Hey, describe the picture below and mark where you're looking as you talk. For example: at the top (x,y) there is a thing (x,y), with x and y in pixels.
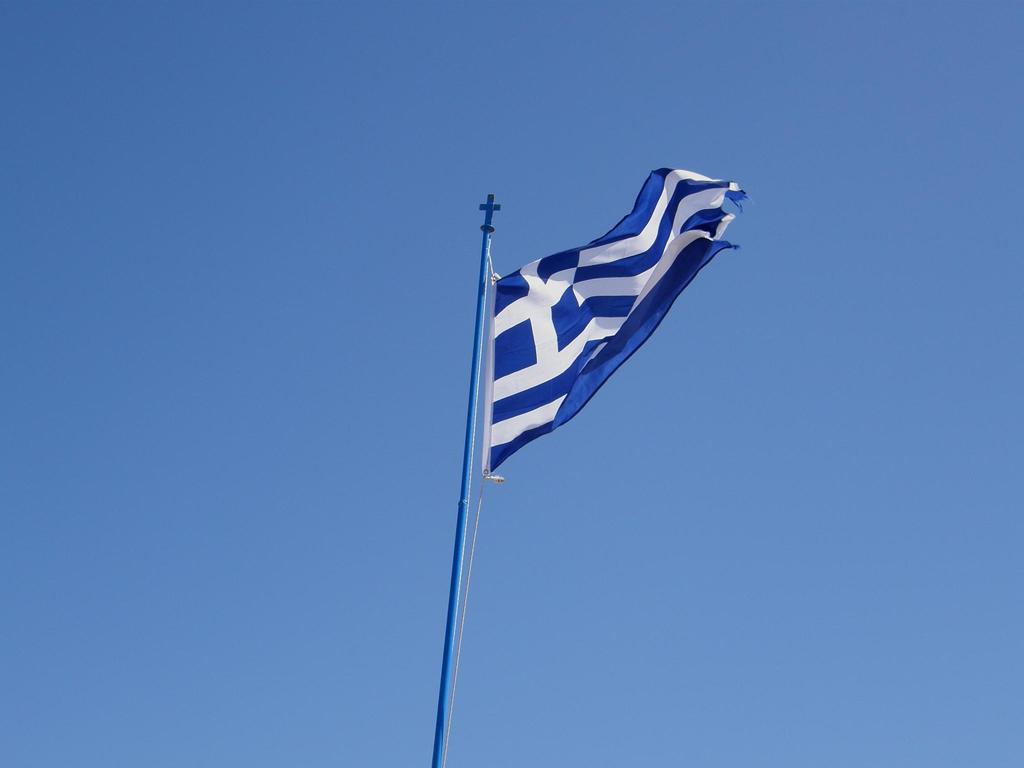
In the center of the image (673,265) we can see a flag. In the background (499,86) there is sky (507,112).
